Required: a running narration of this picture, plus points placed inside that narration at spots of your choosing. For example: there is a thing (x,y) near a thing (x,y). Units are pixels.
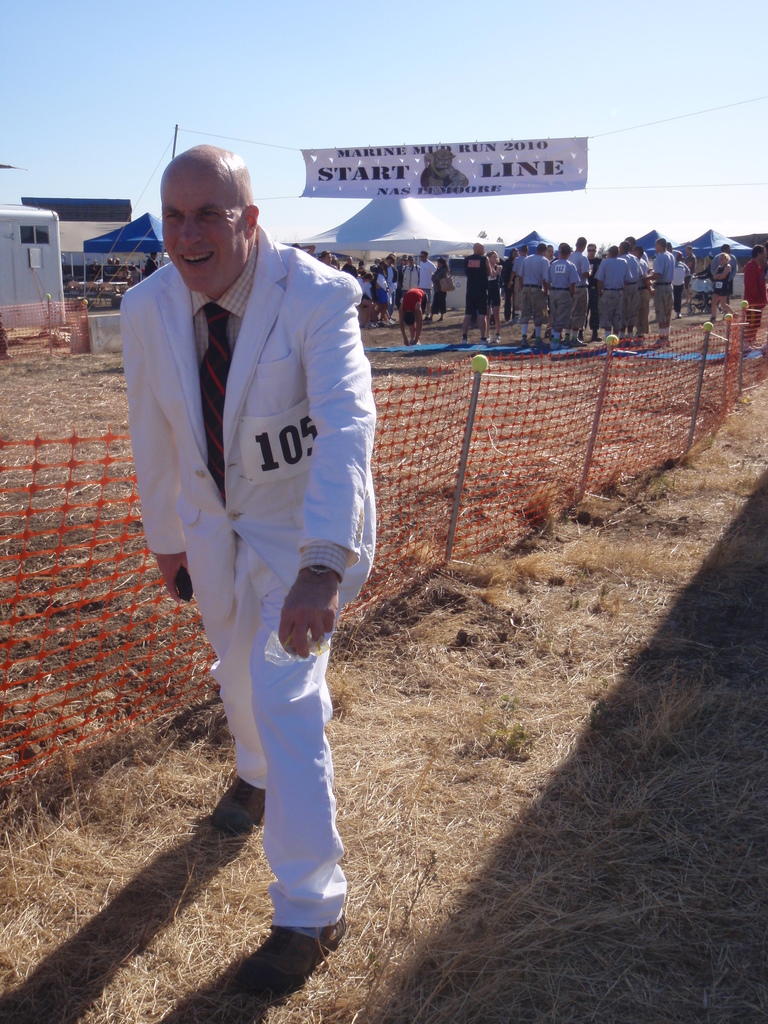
In this picture there is a person (288,495) wearing white dress (237,494) is standing on a dried grass (343,860) and there are few people (536,264), tents (429,241) and a banner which has something written on it is in the background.
